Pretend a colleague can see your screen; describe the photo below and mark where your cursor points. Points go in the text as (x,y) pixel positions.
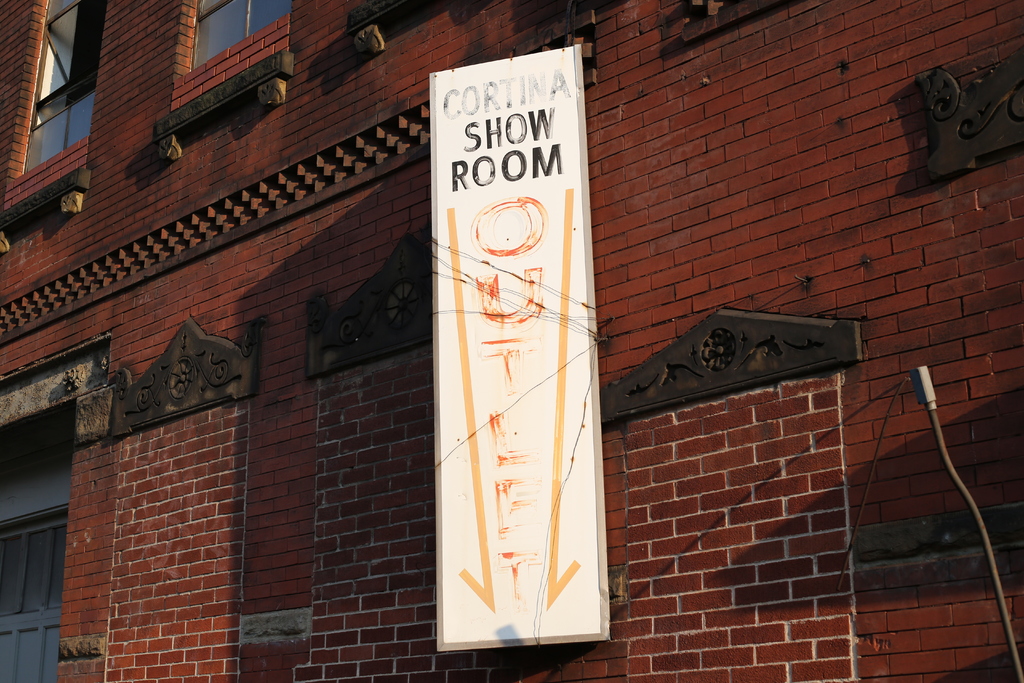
In this image there is a building (791,157) truncated, there is the wall (630,273), there are windows (210,29) truncated towards the top of the image (89,49), there is a board (515,272) on the building (596,661), there is text (488,136) on the board (565,271), there is an object (1003,614) truncated towards the bottom of the image (963,485).
